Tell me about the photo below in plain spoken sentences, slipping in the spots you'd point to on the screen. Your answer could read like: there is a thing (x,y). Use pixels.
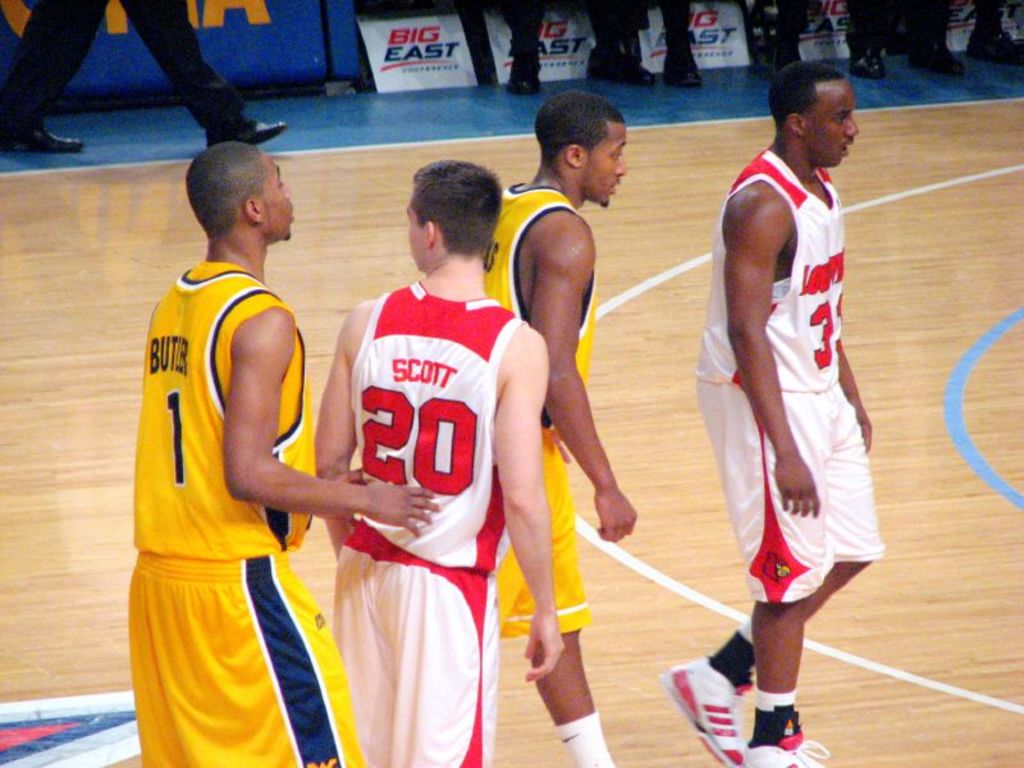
In this image there are four people (512,572) standing, and at the background (928,10) there are group of people (981,40), boards (108,31).
